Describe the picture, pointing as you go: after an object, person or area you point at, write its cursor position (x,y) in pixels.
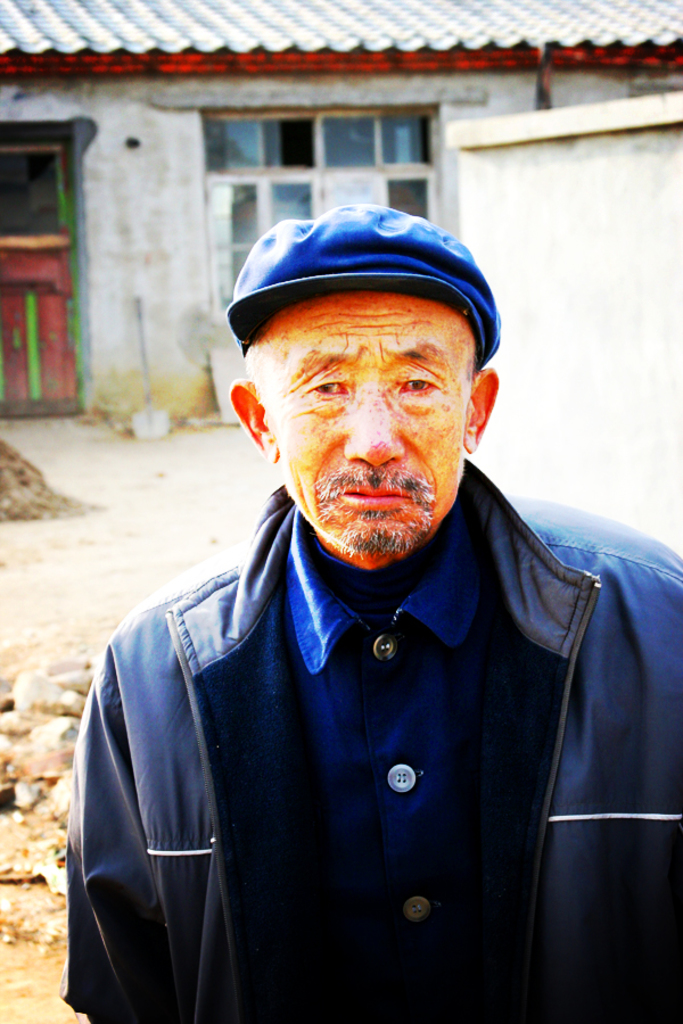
In this picture we can see a man (366,710) in the front (359,716), he wore a cap (364,285), in the background (377,145) there is a house (371,137), we can see a door (70,249) and windows (332,158) of the house (332,158), at the bottom (48,740) there are some stones (54,715).
